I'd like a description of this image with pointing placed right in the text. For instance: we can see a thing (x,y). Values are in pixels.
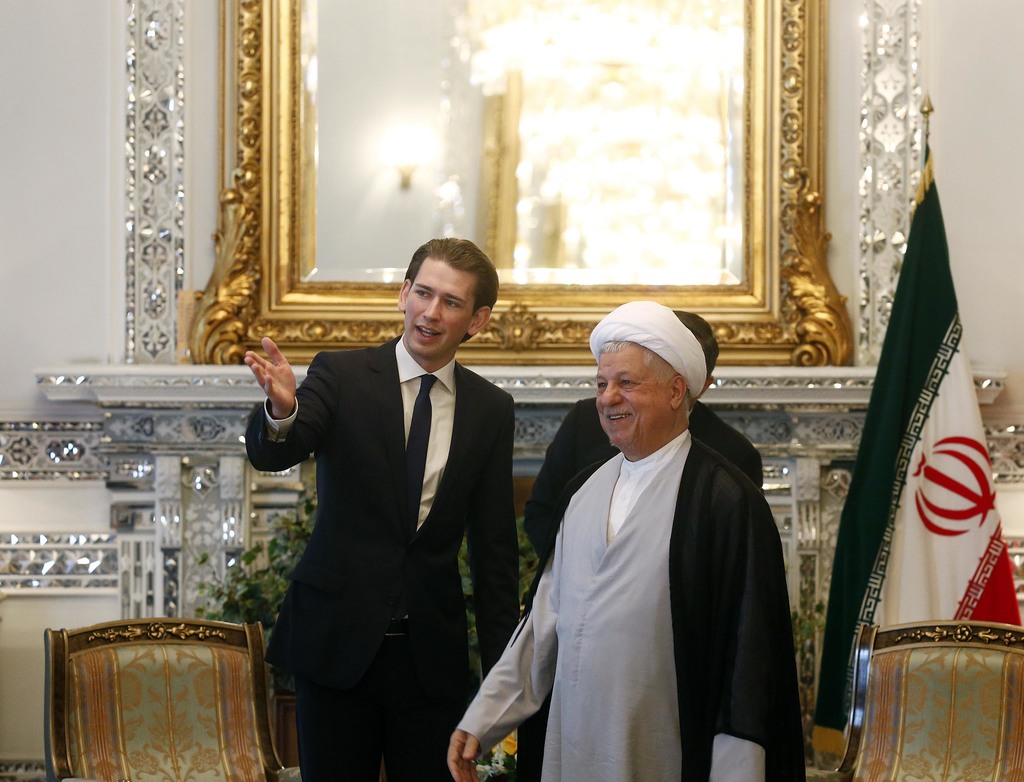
In this image, few peoples (504,609) are standing. Few are wearing a suit (507,466). And right side (939,501), there is a flag (929,482). Back side, we can see mirror (460,187). And here we can see chairs (200,714).
